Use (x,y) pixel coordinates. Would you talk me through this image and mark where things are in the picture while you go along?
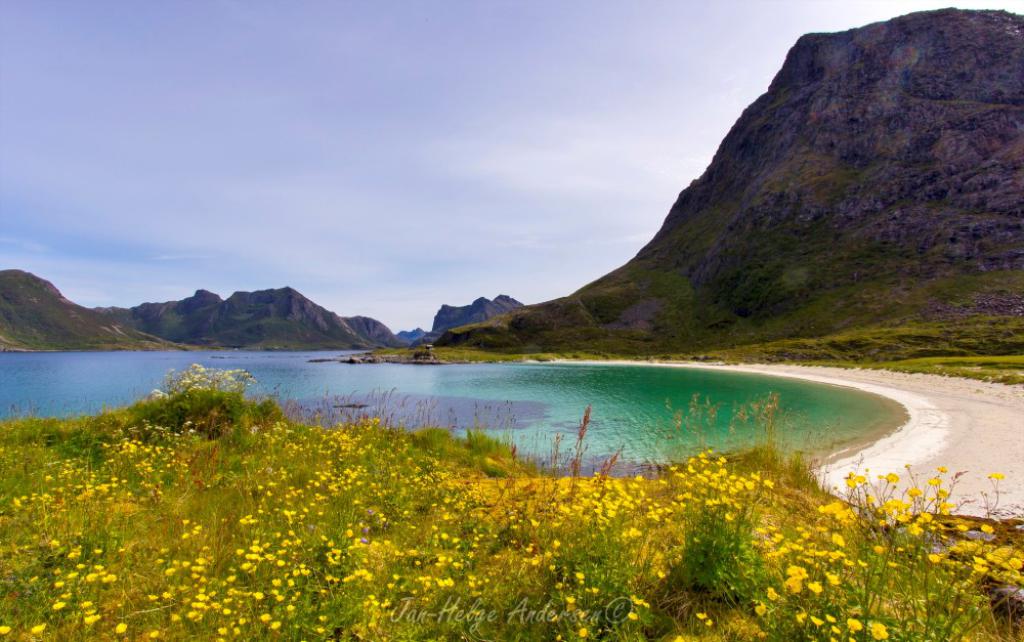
In the foreground of the picture (472,450) there are plants (408,517) and flowers (251,477). In the center of the picture (349,418) there is a water body (246,356). In the background (985,203) there are mountains (870,258). Sky (223,94) is cloudy.
